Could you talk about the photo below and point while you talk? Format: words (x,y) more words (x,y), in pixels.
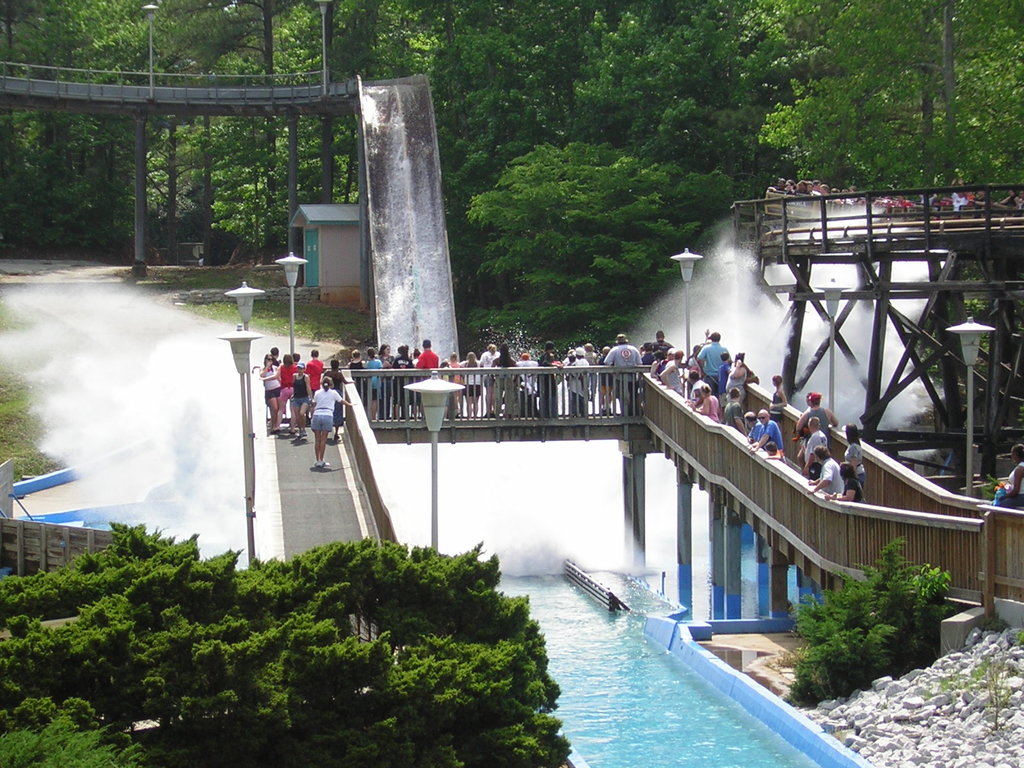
In this image we can see persons (511,379) standing on the bridge (385,374), water slides (444,356), street poles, street lights (244,332), pool (622,697), trees (162,663), stones (957,657), trees (826,66) and ground (371,338).
